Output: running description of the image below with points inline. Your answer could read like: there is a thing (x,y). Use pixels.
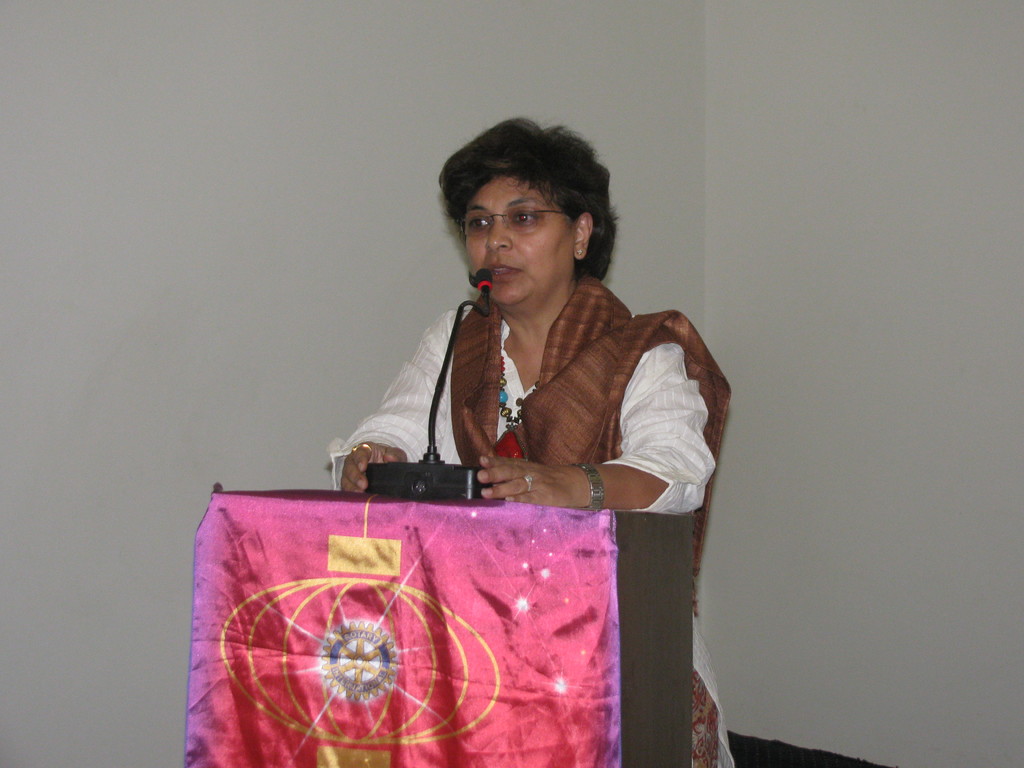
As we can see in the image there is a white color wall (973,358), mic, a woman (582,363) wearing spectacles (519,223) and white color dress (630,386).
